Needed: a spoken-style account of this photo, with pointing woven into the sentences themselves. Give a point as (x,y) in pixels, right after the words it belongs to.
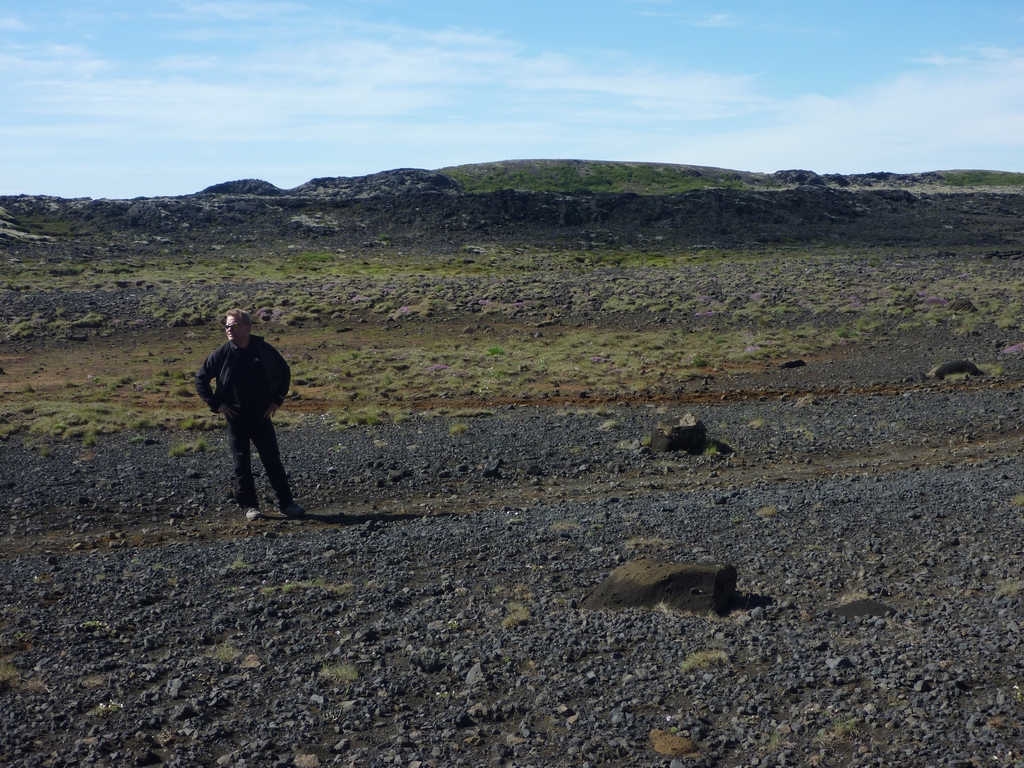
In this image there is a man (251,422) standing on the left side (259,424). In the background (550,174) there is grass (534,178) on the ground (472,166) and the sky (541,81) is cloudy.
